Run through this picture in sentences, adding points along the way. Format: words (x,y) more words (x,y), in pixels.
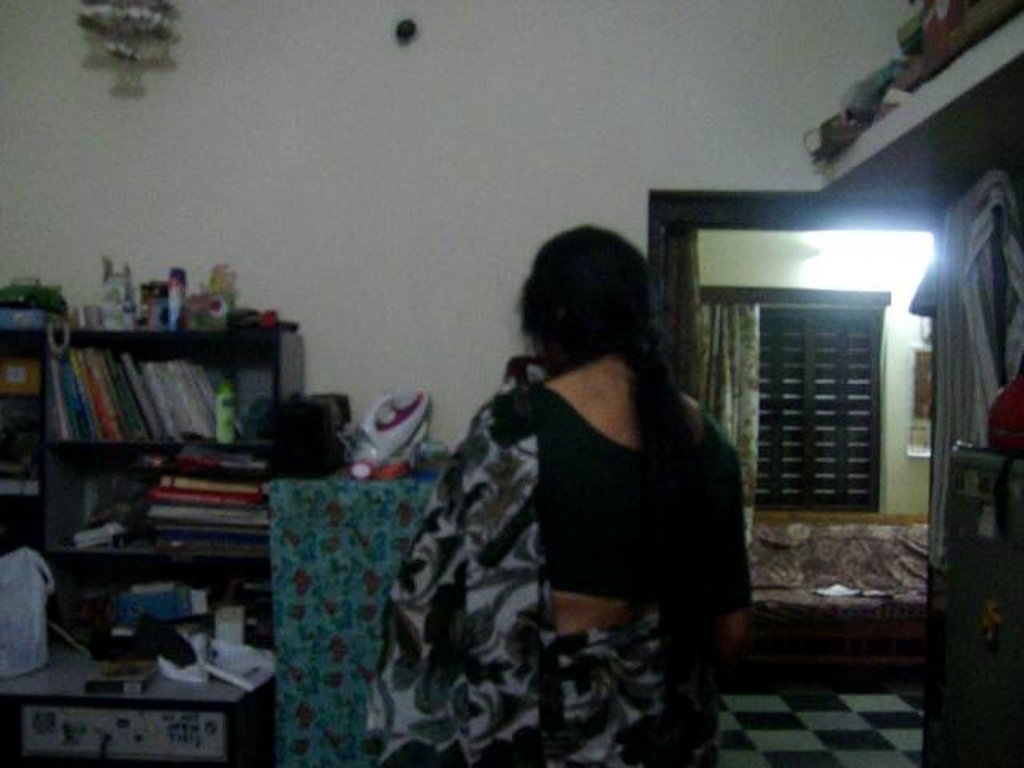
In the center of the image (626,467) we can see a lady (566,689) standing. On the left (57,716) there is a stand (112,584) and we can see books (182,505) and some objects (21,645) placed in the stand (77,577). On the right (970,564) there is a refrigerator (982,571). In the background (651,274) there is a door (653,217), window (786,461), curtain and a bed (823,551). There is a shelf (964,95) and we can see a decor (138,24).
